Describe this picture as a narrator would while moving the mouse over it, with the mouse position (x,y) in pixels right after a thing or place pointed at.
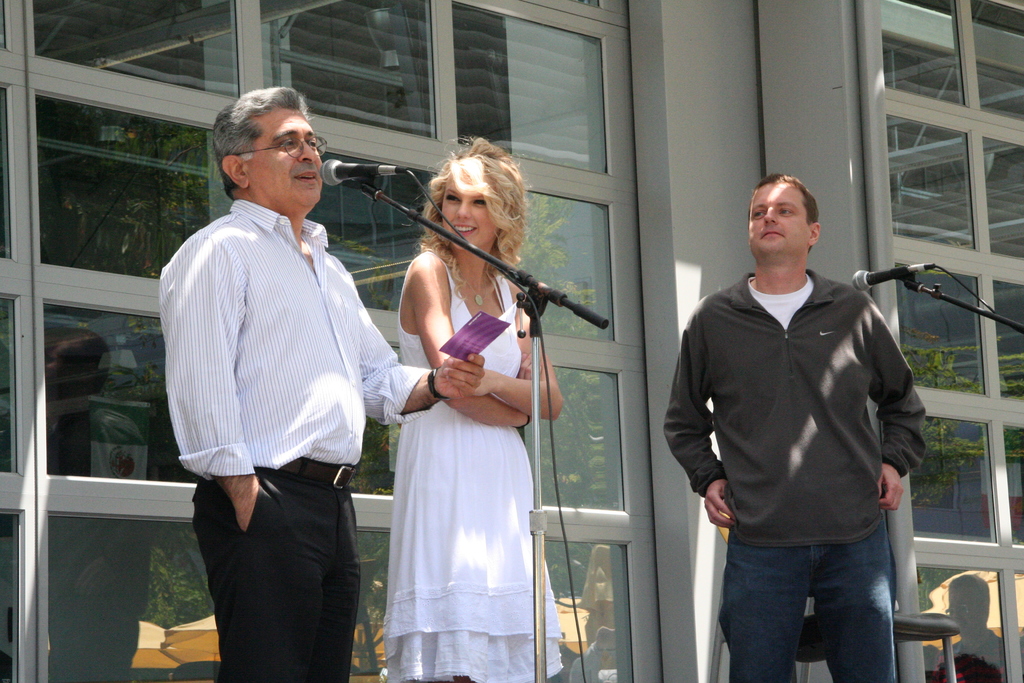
In this picture we can see two men (293,366) and a woman (404,344) standing where a man (231,347) talking on the mic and holding a paper (489,317) with his hand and in the background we can see a chair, trees (196,184), umbrellas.
